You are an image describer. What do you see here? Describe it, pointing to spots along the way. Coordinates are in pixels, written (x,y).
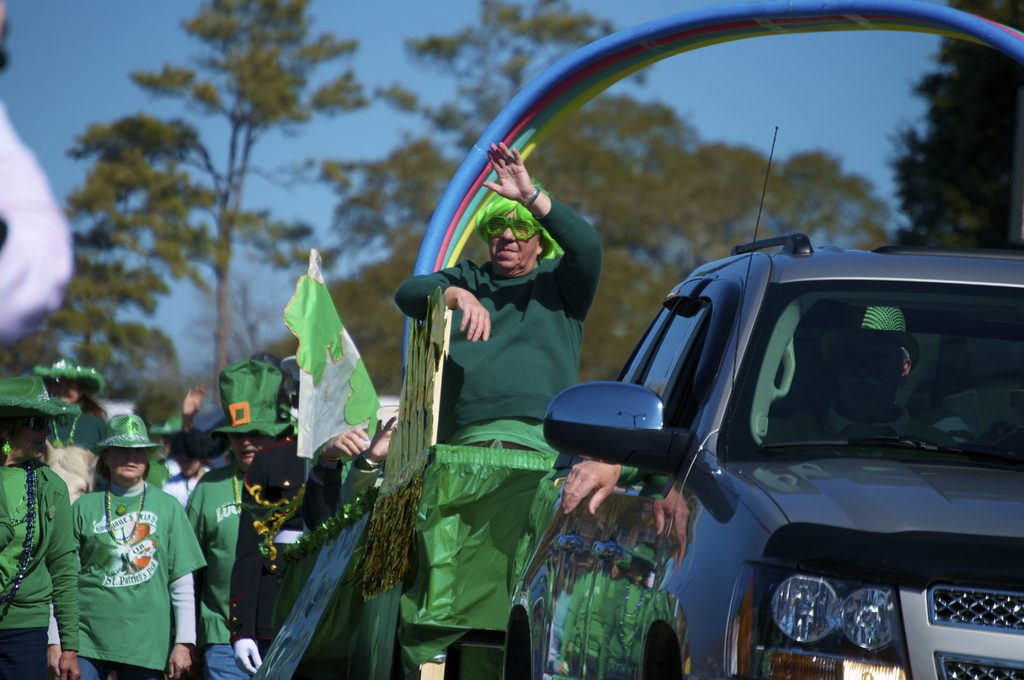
The photo is taken on a road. On the right side (696,450) we can see a car (800,582). Behind it there is a trolley (448,467). On it a person (505,341) is standing and waving his hand (508,164). Beside the trolley (398,432) there are many people (122,472) walking. They all are wearing green cloth (195,497) and green hat (30,390). In the background (206,254) there are trees (519,60). The sky (252,173) is clear.
